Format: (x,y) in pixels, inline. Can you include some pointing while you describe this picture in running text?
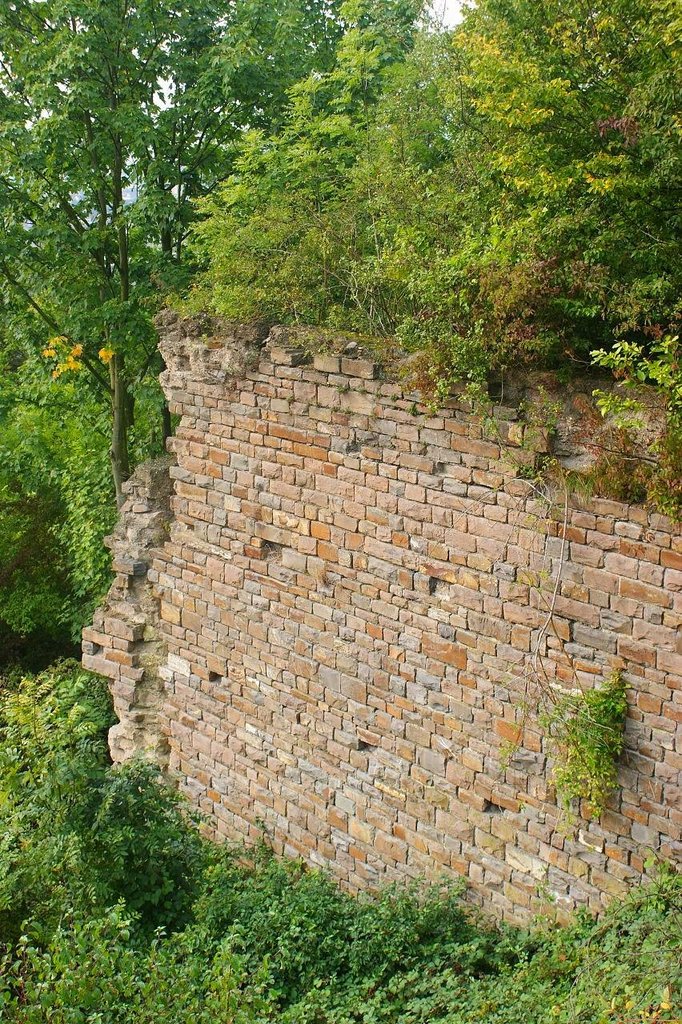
In this image there is a brick wall (325,711) in the middle (373,502). There are plants (166,229) around the wall (291,593).
